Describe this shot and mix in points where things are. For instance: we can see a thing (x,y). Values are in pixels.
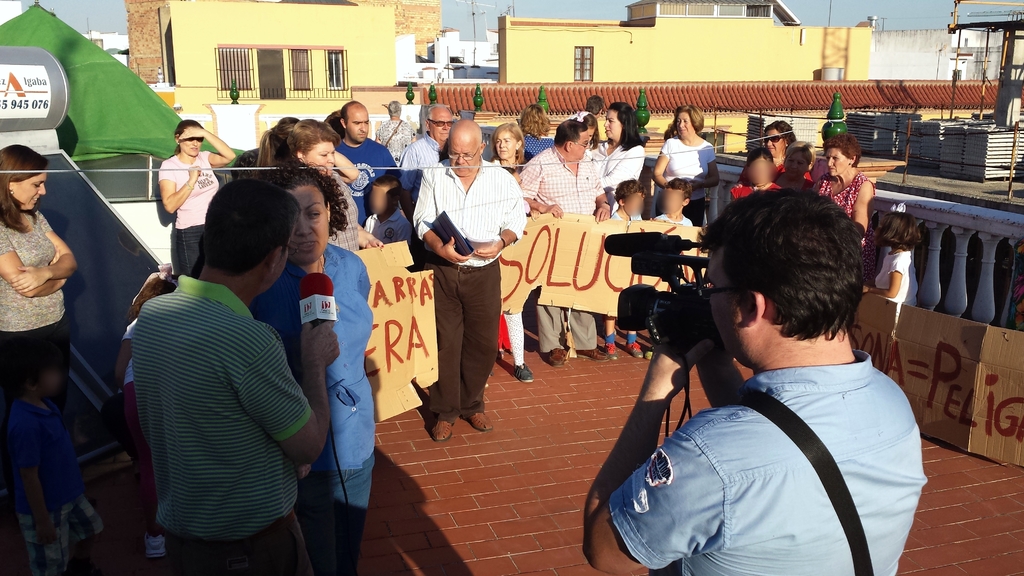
In this image on the right side (697,518) there is a person (719,551) holding a camera (638,248) and on the left side (271,185), a person (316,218) is holding a mike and there are some people (4,234) standing in the middle (681,196) and background (590,4) is the sky (587,17).
